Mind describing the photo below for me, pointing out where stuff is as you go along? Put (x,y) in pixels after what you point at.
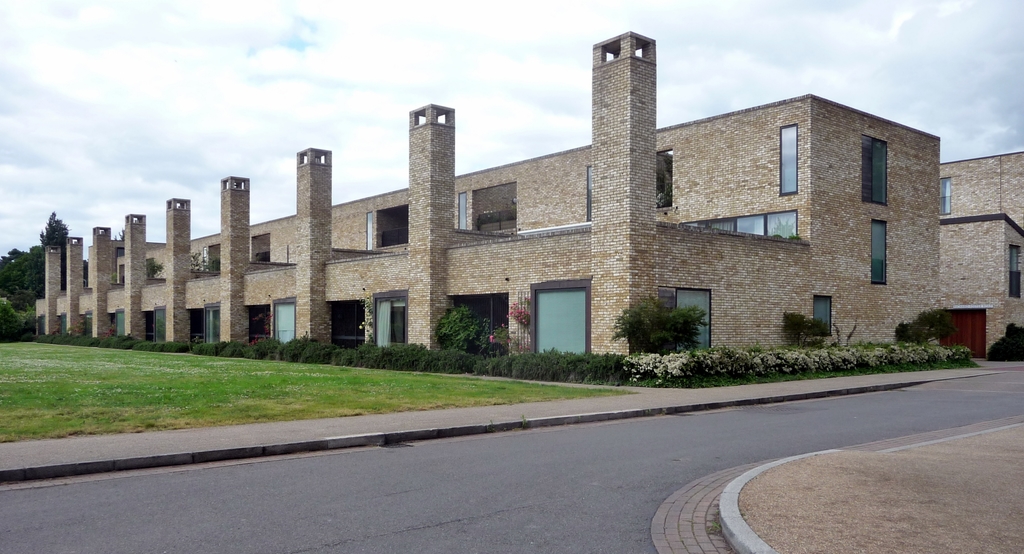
In this image I can see grass (438,396), plants (656,310), trees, buildings (561,264), pillars (596,223), doors (542,345) and the sky (794,24). This image is taken may be on the road (349,499).
